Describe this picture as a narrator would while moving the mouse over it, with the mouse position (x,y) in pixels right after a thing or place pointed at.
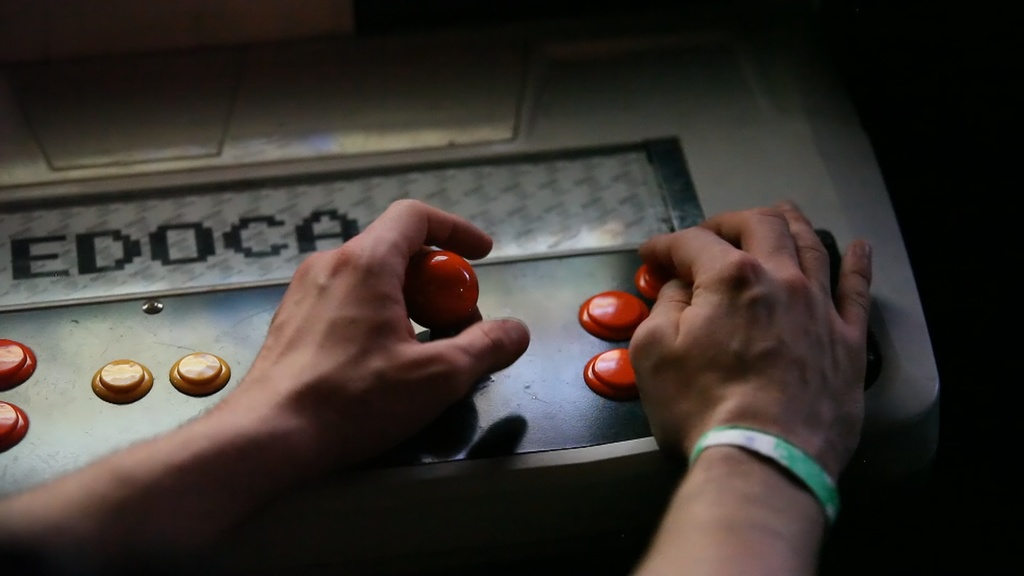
In this image I can see few buttons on the grey color surface (518,305). I can see the hands (492,346) on the button (620,384). Background (900,24) is dark.
